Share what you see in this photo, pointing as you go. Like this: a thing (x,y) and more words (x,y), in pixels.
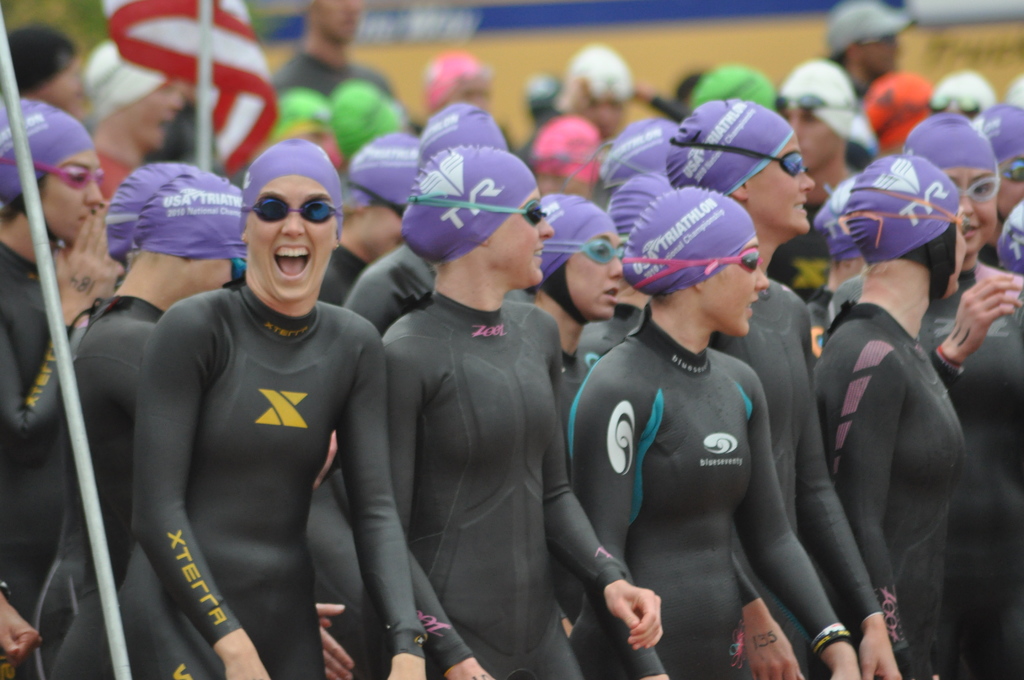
This picture shows few people (392,369) standing and they wore spectacles (276,213) on their faces (63,186) and caps (658,159) on their heads (257,255) and all the people (366,512) wore black color dress (503,453) and we see a flag (224,66).
